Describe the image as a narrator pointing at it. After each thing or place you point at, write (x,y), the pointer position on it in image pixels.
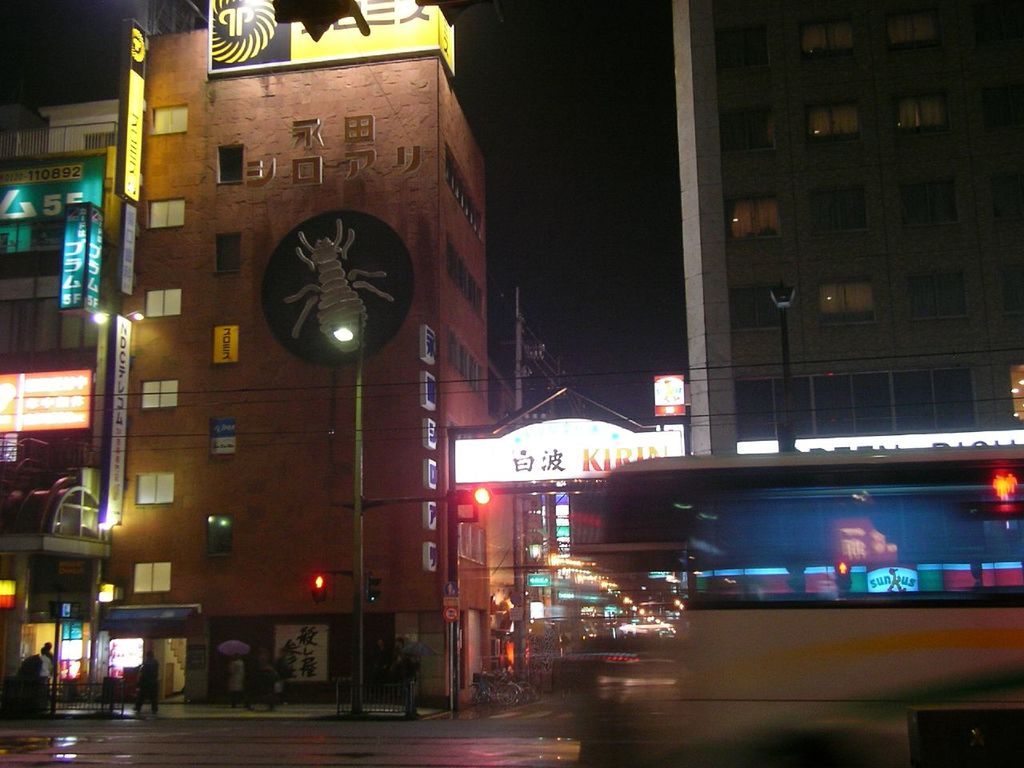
In this image in the middle (438,295), there are many buildings (205,153), street lights (789,365), posters (58,409), text (58,409), lightings (572,465), some people (251,682) and road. On the right (752,571) there is a vehicle (813,577).
